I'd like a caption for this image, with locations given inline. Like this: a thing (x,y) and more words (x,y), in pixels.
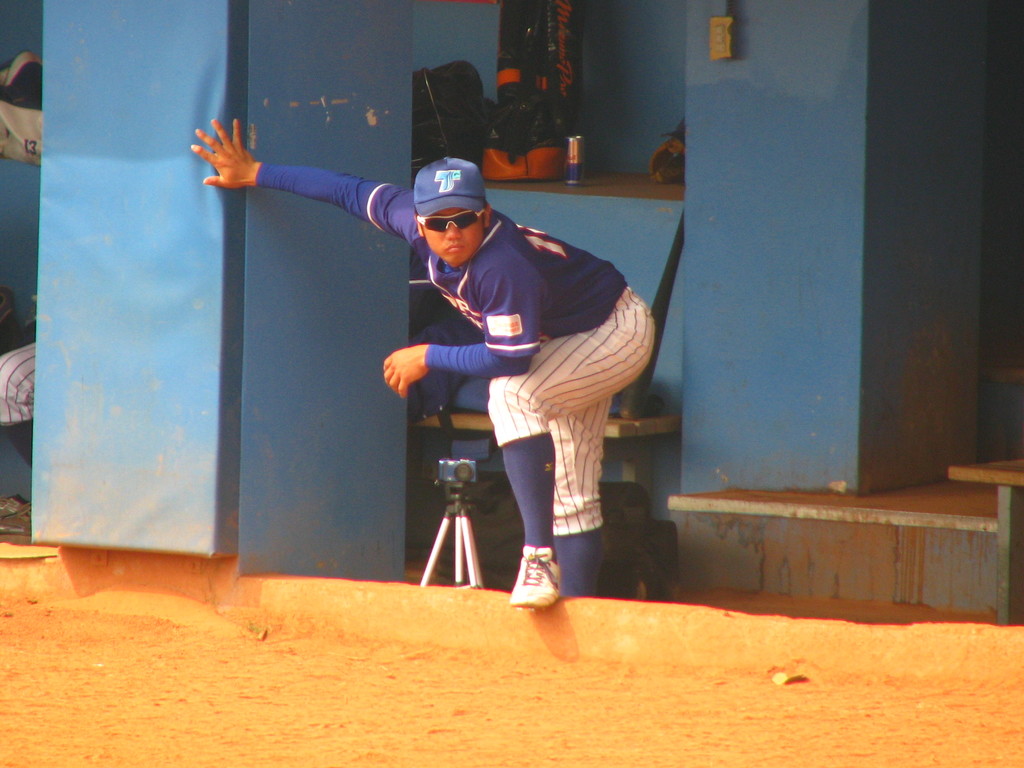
In this image there is a man (542,416) standing in the middle (573,504). He is wearing the jersey (550,285) and a cap (436,211). Beside him there is a camera (461,480) on the tripod (450,494). In the background (600,208) there is a wall (603,205) on which there is a soft drink tin (572,161). Beside it, It looks like a bag (490,118). At the bottom (212,690) there is sand (183,658). On the left side (17,358) there is another person (14,368) who is sitting on the bench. On the left side (11,113) top there is a bag (29,130). On the right side (977,494) it looks like a table (988,477).
